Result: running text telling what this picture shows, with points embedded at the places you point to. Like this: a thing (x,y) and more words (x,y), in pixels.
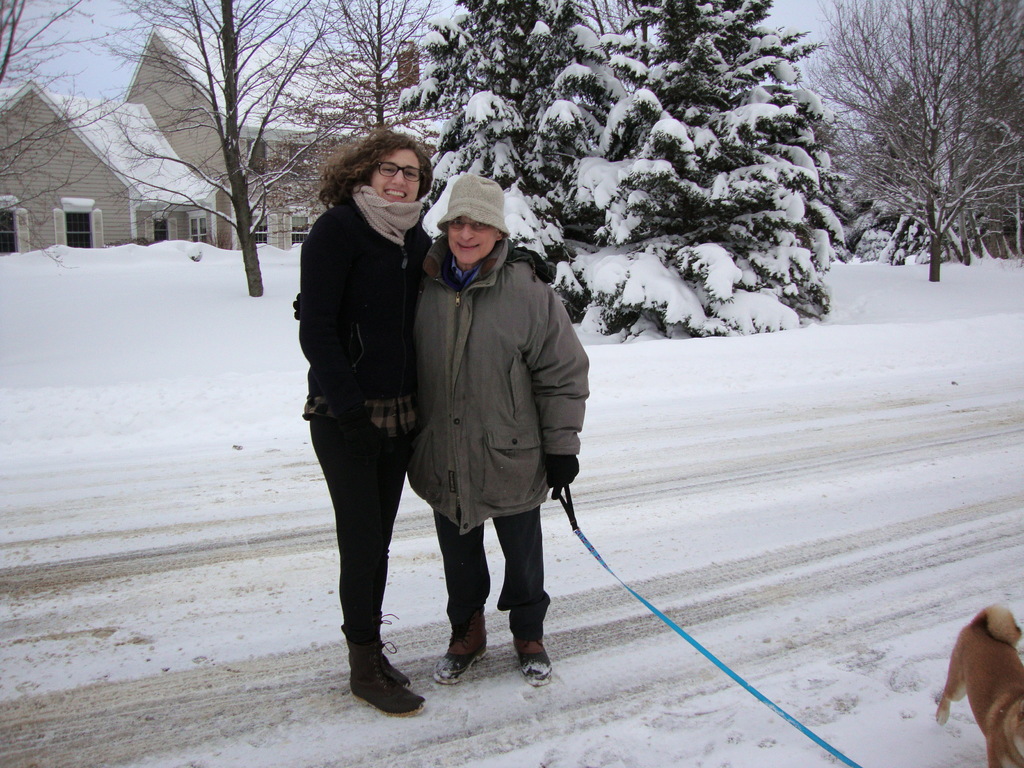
In this image in the center (454,329) there are two people (424,342) standing, and one person (537,474) is holding a rope (611,571) and there is a dog (989,659). At the bottom (685,558) there is snow (69,605) and walkway (661,462), and in the background (704,149) there are trees (444,86) and houses (16,160) and the trees (485,86) are covered with snow (722,89). And at the top (801,61) there is sky (345,29).
